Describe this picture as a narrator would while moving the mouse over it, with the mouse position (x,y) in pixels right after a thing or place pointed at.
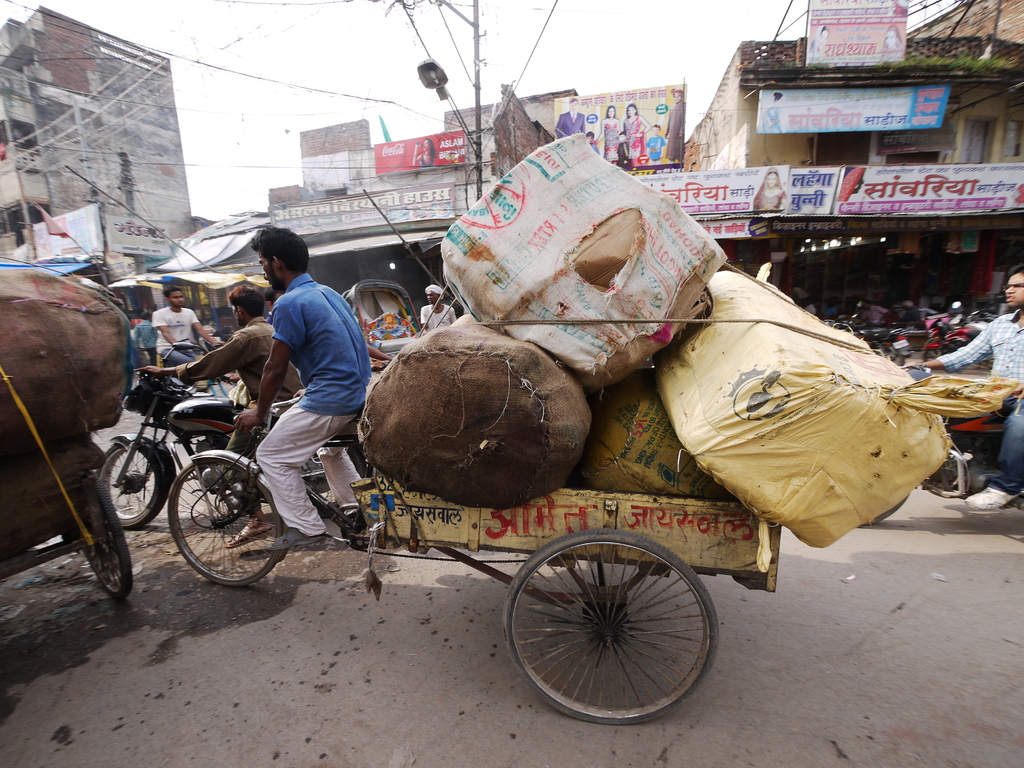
In the front of the image (620,438) there are vehicles (372,289), people (337,410), carts (714,461), road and objects (597,322). In the background of the image (812,255) there are buildings (1,131), boards (641,102), light pole (475,139), sky (594,15) and objects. Something is written on the boards (925,190).
